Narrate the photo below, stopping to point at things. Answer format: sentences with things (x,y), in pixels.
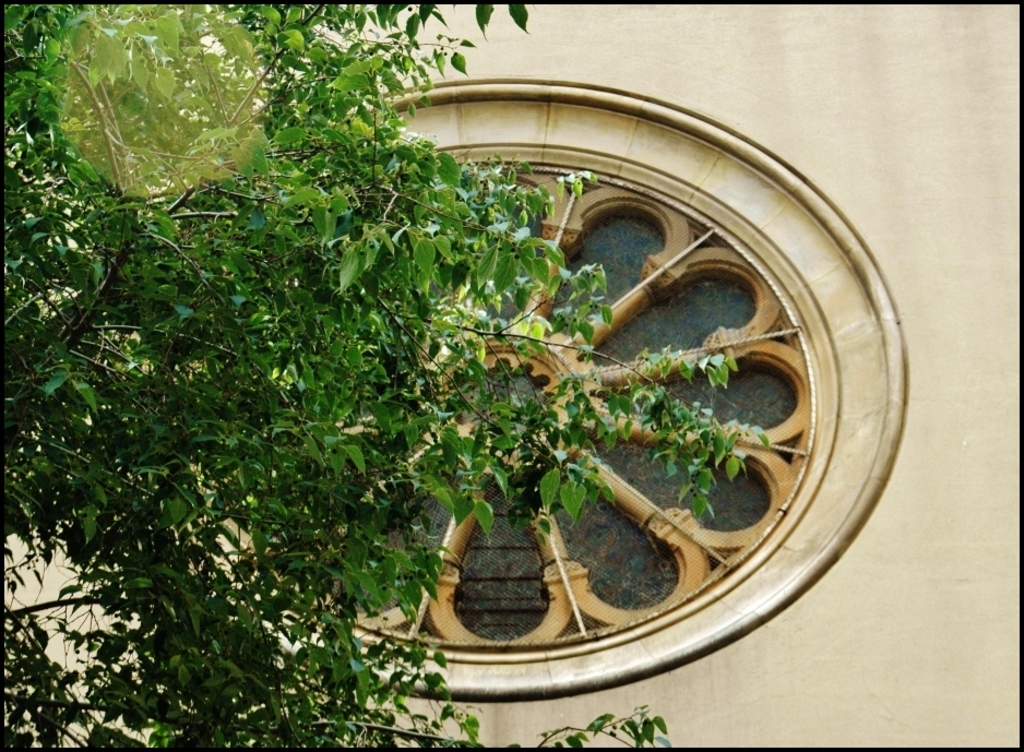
In the foreground of this image (220,465), on the left (227,314), there is a tree (162,356) and a round shaped light shade (200,127). In the background (955,140), there is a wall (955,678) and a wheel like structure (612,601) on it.
